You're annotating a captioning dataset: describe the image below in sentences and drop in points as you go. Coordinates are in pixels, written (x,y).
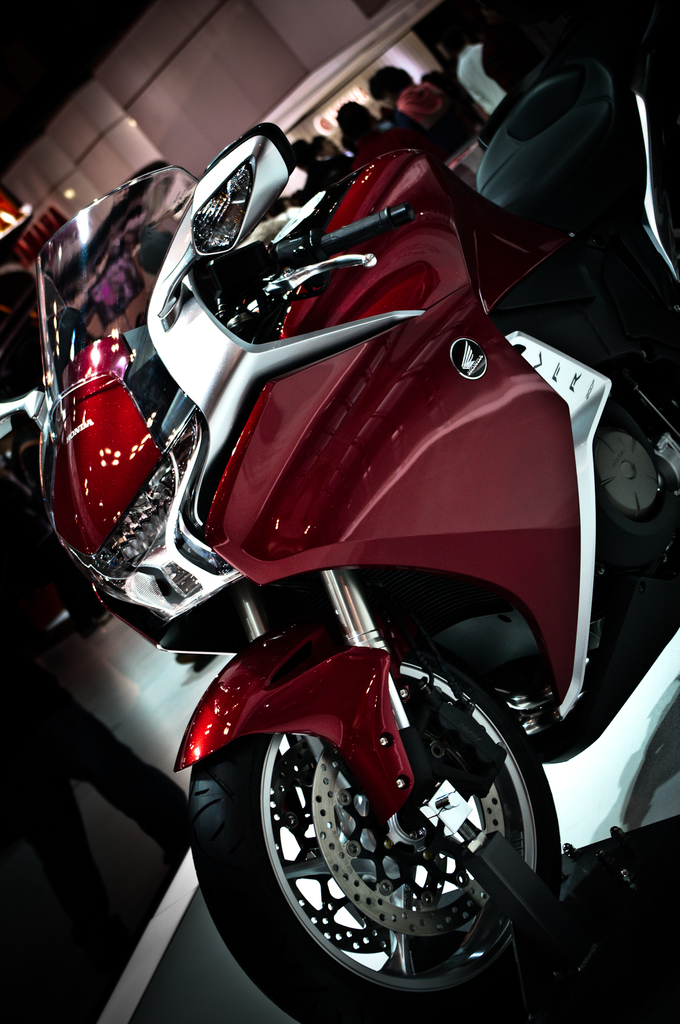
This image is taken indoors. In the background (165,130) there is a wall (123,177) and there are a few lights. At the top left of the image (49,49) there is a roof (35,55). There are a few people (498,91) in the background (446,108) and in the middle of the image (289,434) a bike (250,424) is parked on the floor (9,891).
